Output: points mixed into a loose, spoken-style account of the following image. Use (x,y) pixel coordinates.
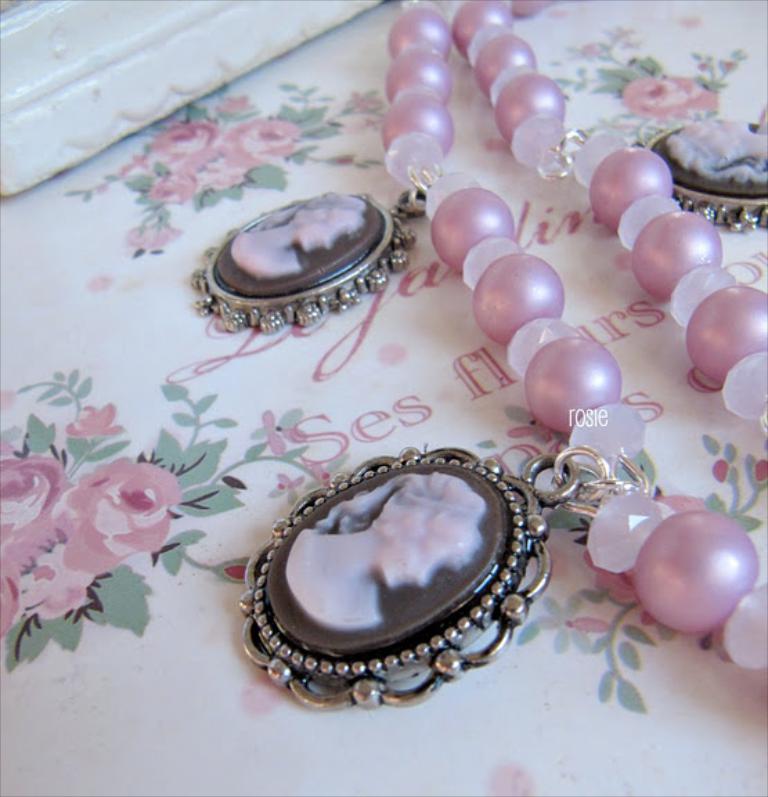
In this picture I can see an ornament (543,320) and few lockets (681,162) to it and I can see picture (118,256) of few flowers (215,153) and text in the background (337,327).
